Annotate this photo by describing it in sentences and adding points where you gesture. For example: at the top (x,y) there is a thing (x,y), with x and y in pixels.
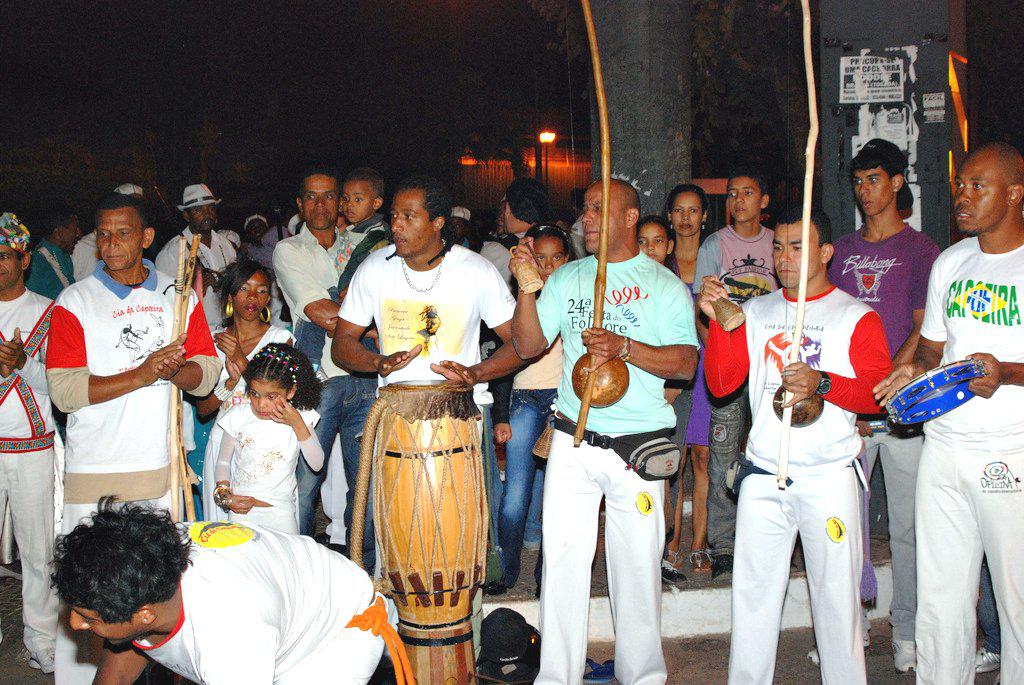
In this picture we can see a few people (515,304) holding musical instruments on the right side (742,556). We can see a drum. There are two people (198,351) clapping with their hands (161,358) on the left side (157,284). We can see a few people (897,211) standing at the back (580,224). There are a few posts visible on the right side (830,149). We can see a light (549,132) in the background (543,139).
